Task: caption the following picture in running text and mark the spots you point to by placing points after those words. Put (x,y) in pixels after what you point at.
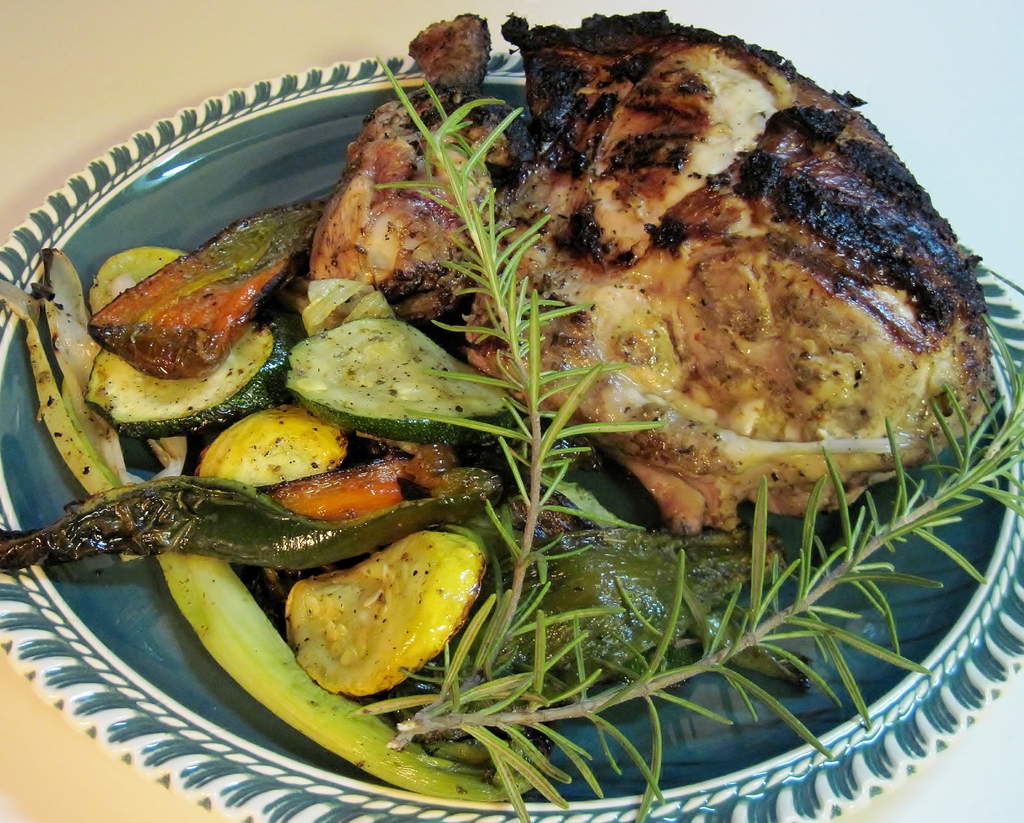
In this image I can see a plate (813,800) on which there are fried vegetables (435,382), leaves (549,630) and a meat (675,527) which is kept on the table (89,26). This image is taken in a room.
